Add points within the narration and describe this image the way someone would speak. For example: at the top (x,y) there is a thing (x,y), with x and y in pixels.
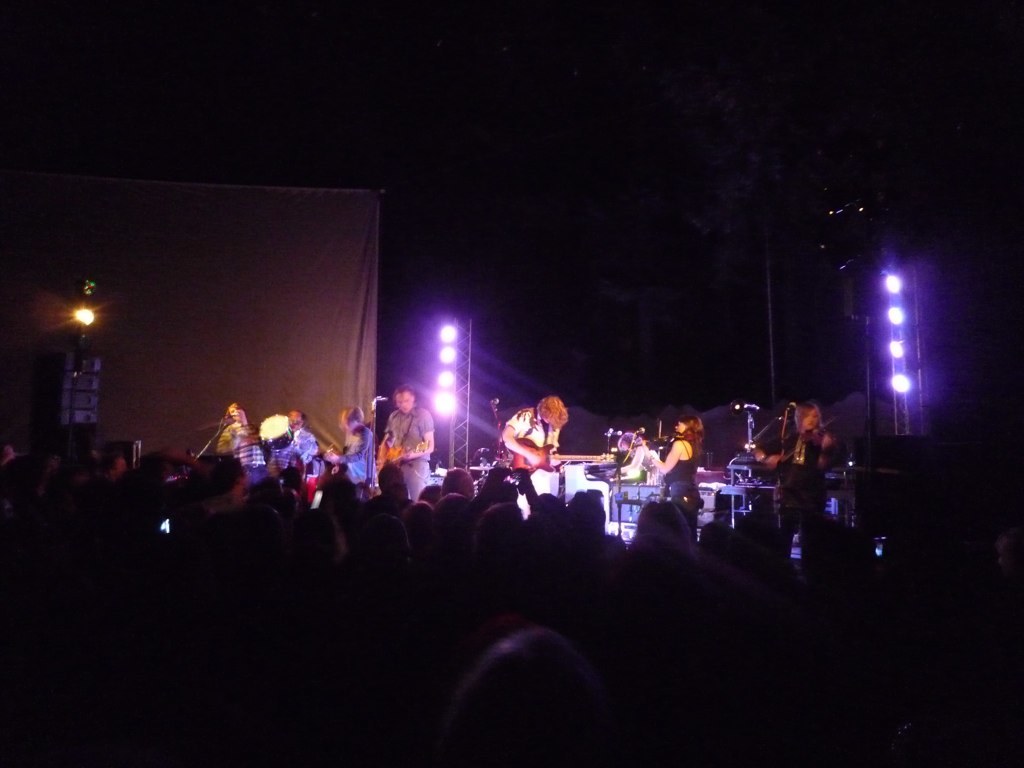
This picture is dark, in this picture there are people (227,443) playing musical instruments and we can see microphones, lights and curtain (241,389). These are audience (220,472).
